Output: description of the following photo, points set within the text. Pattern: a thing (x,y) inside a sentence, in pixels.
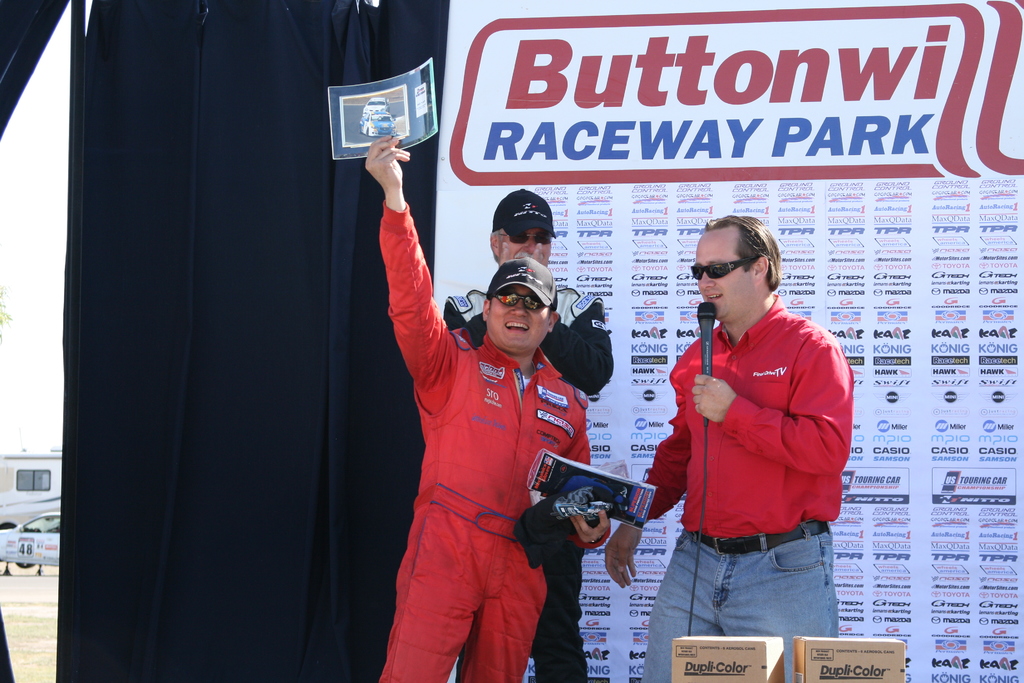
In this image, there are a few people (704,388). Among them, some people (741,287) are holding some objects (600,493). In the background (488,192), we can see a board (813,191) with some text (697,231). We can also see some cloth (330,245) and the ground (22,603). There are a few vehicles (45,537) on the left (26,544). We can also see some objects (815,657) at the bottom (822,672).
